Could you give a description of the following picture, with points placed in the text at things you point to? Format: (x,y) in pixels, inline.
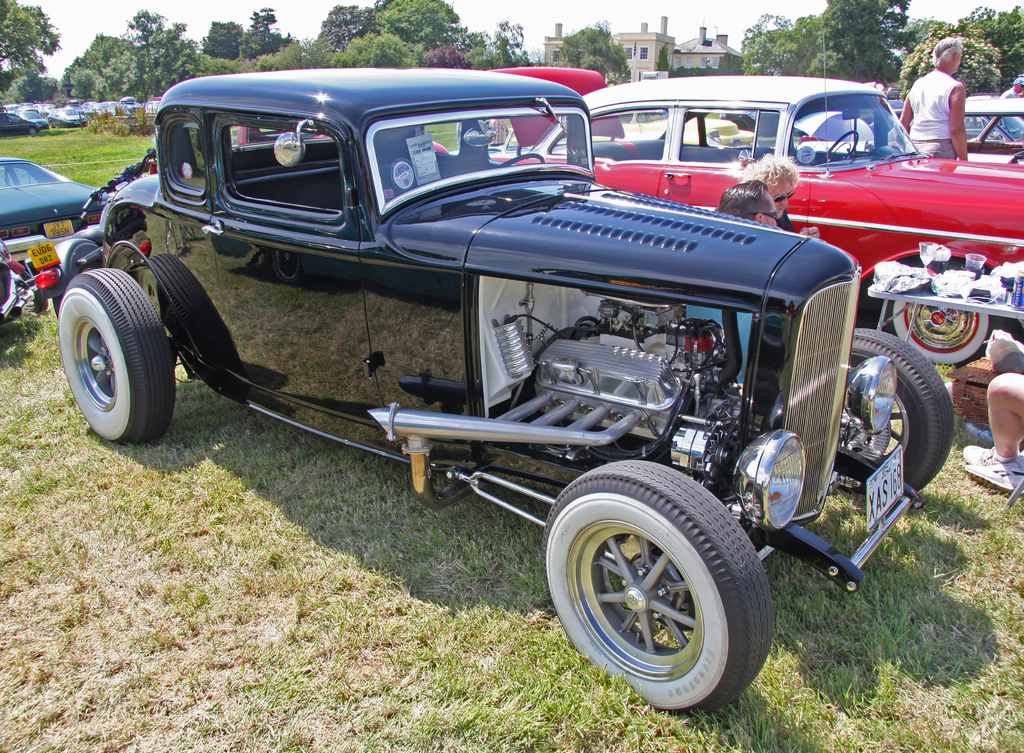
Here in this picture we can see vintage cars (250,174) present on the ground (68,399), which is fully covered with grass (65,447) and we can also see people (789,205) present on the ground (101,135) and in the far we can see houses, plants (985,81) and trees (968,82) present.
